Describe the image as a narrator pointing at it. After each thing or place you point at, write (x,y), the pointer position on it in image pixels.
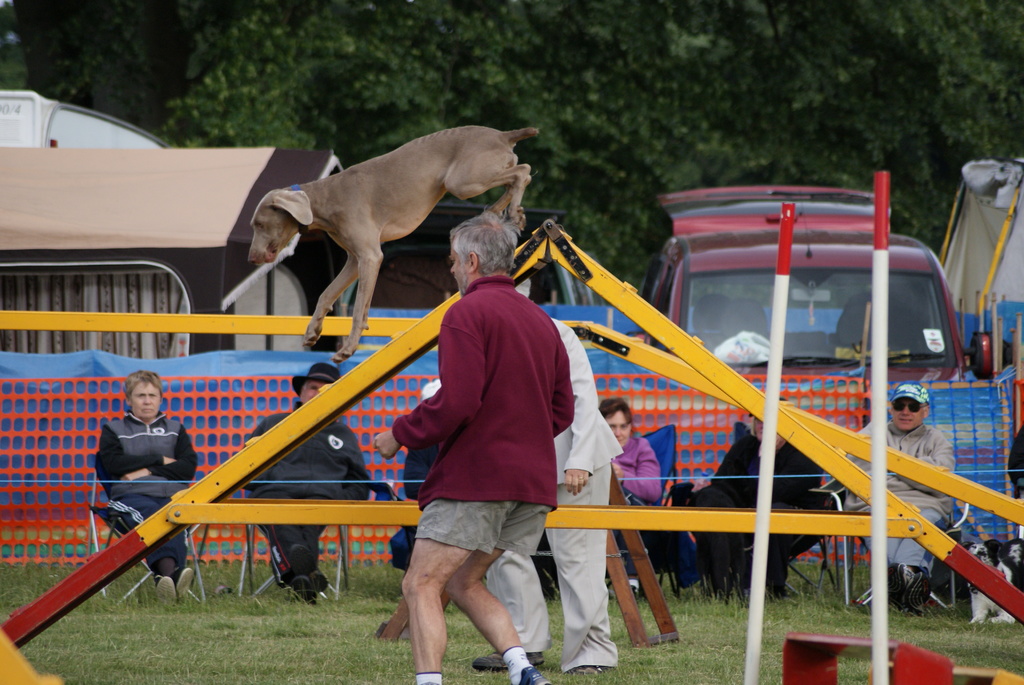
In the center of the image (375,361), we can see an agility equipment set (812,512) and there is a dog (368,210). In the background (351,460), there are people (157,454) sitting on the chairs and we can see vehicles (840,279) and some of the people (565,561) are standing and in the front (763,595), we can see poles (879,636) and there are trees (695,137). At the bottom (265,631), there is ground (240,631).
